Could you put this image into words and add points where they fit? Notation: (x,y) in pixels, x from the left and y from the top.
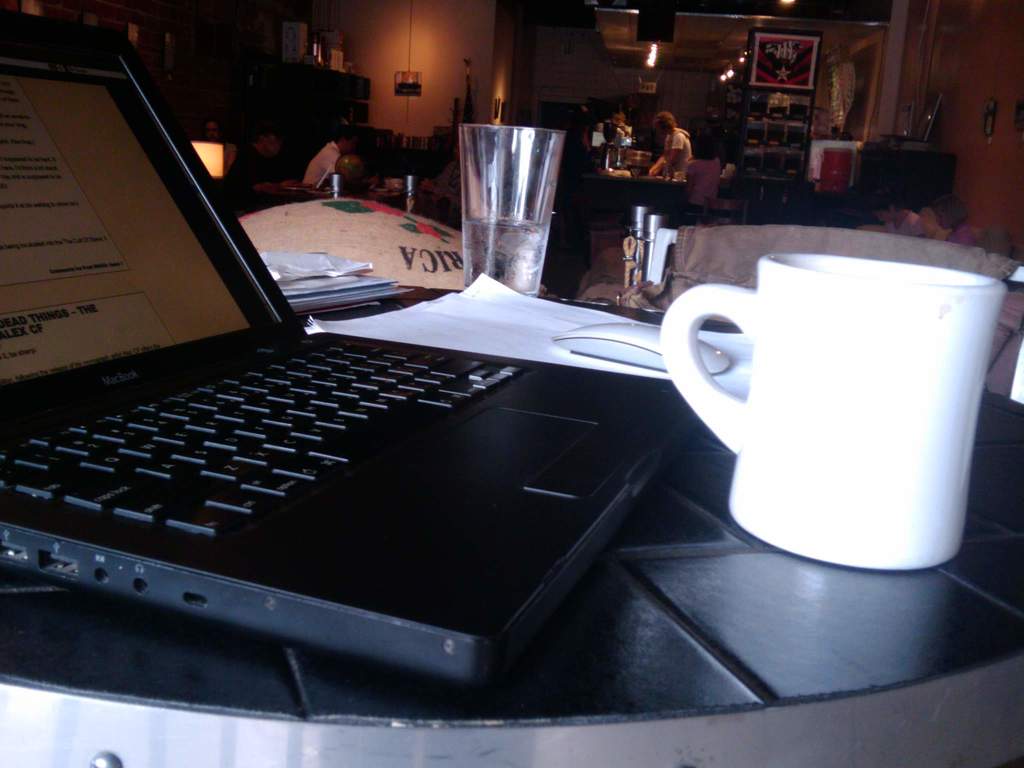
In the foreground of the image (531,560) we can see a laptop (597,544), mouse (643,359), group of papers (547,326), glass cup (526,262) and placed on the table (445,685). In the background (695,172), we can see some persons (699,160), photo frames (798,73) on walls (823,112), cupboards (792,104) and some lights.
